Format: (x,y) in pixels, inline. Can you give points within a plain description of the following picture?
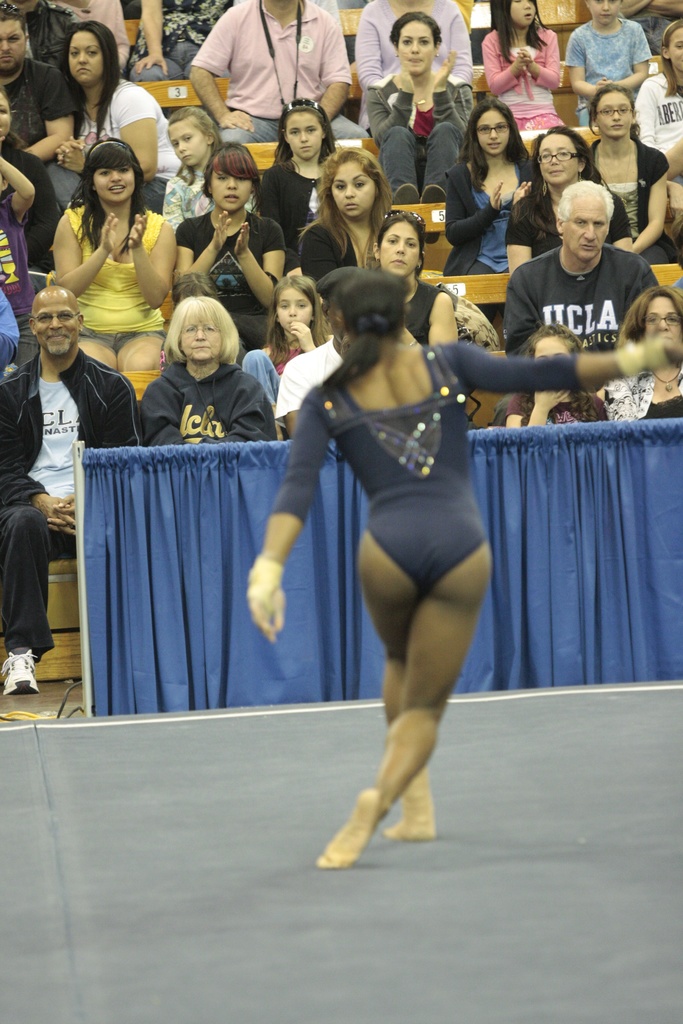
In the center of the image (446,478) we can see a lady (413,496) and there is a curtain (304,632). In the background (311,237) we can see the crowd (254,270) sitting.
